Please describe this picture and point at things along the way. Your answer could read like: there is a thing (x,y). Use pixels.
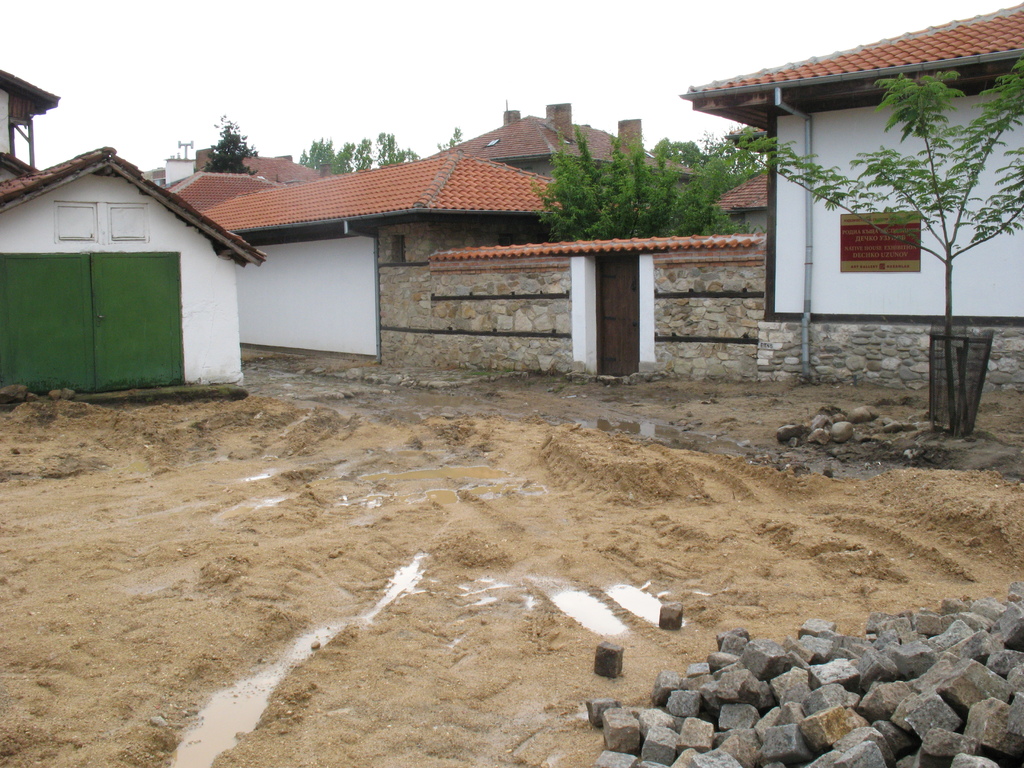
In this image I can see houses (493,197) and trees (570,235) in the center of the image (532,311), in the right bottom corner (806,668) I can see stones (860,679), sand (238,569) at the bottom of the image (397,570). At the top of the image (234,82) I can see the sky (203,84).
